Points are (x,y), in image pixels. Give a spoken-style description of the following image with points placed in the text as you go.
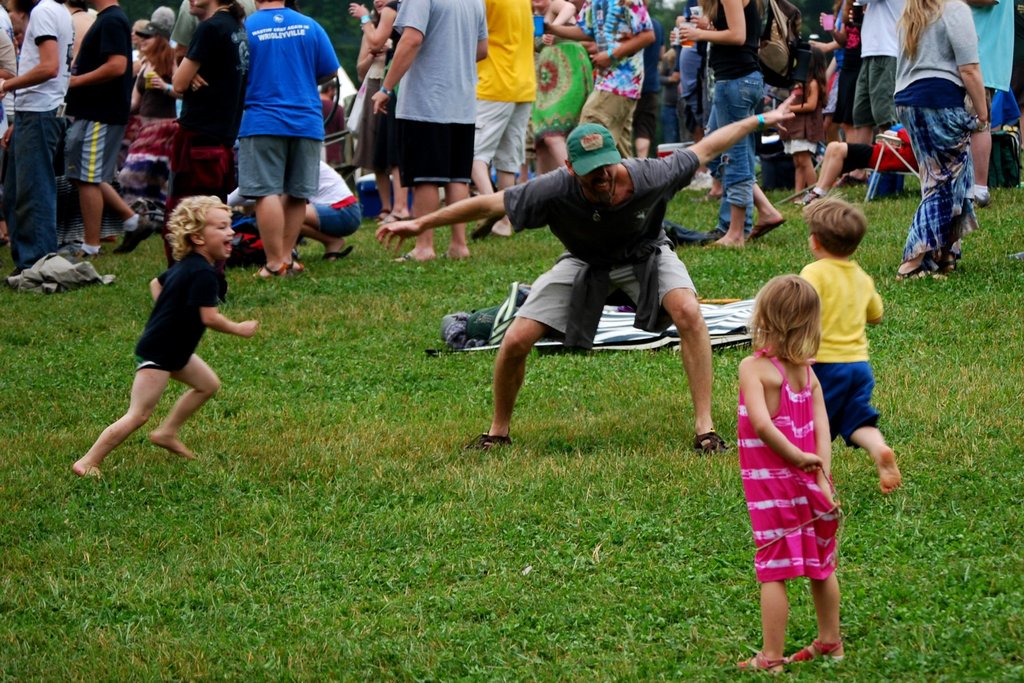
In this picture I can see 3 children (829,436) and a man (629,230) in front (515,341) who are standing and I see the grass (548,475). In the background (28,216) I see number of people (931,41).
